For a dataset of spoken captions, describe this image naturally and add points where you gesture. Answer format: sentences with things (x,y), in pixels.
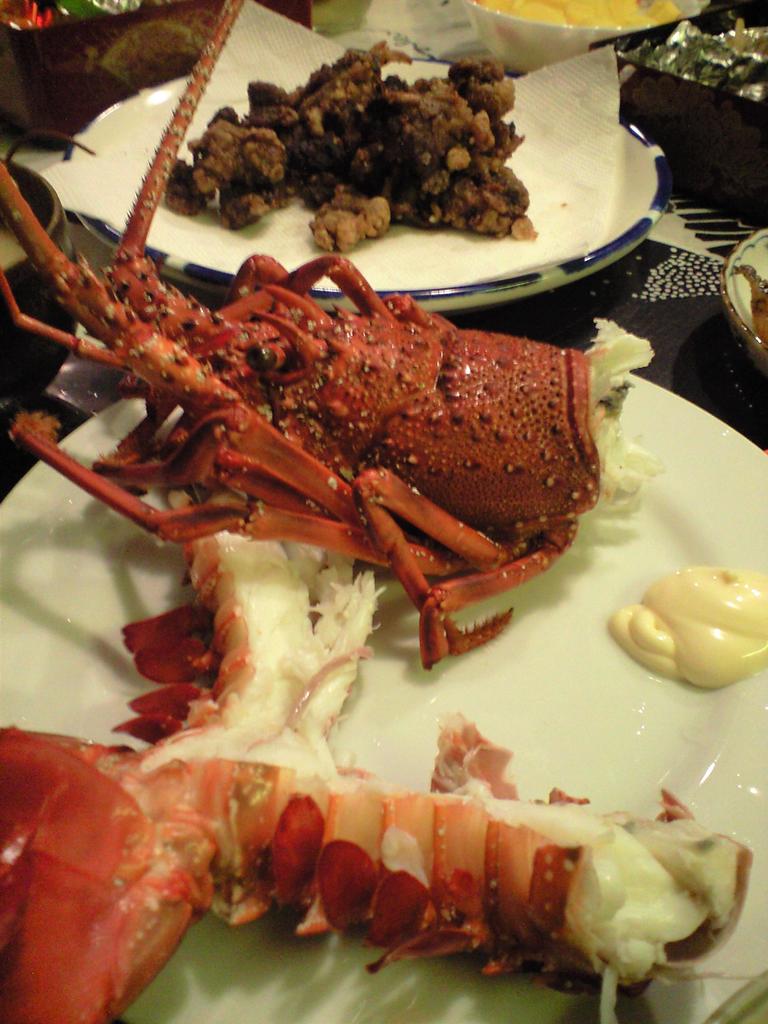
In the center of the image (271,635) we can see a lobster (355,381), plates (702,472), food (475,221), napkins (580,123), bowls (509,41) and a box (53,60) placed on the table (670,343).
